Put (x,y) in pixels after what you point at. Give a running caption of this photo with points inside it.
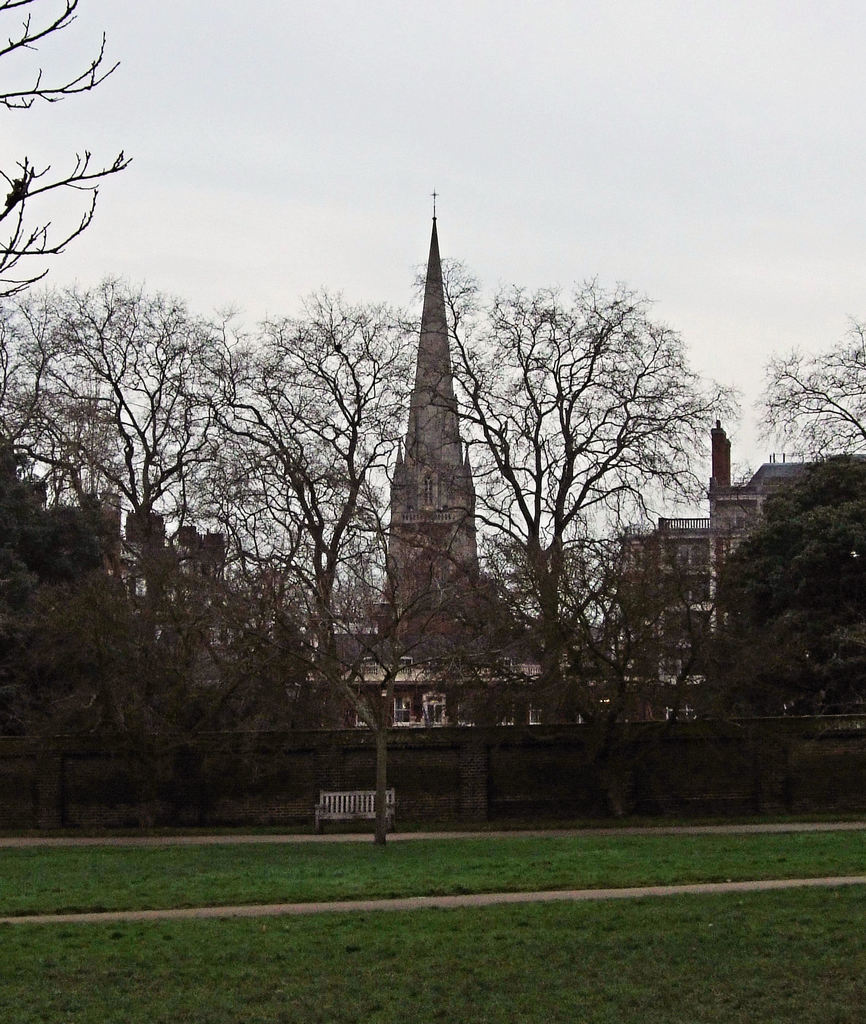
In this picture we can see green lawn (352,886) in the front (677,882). Behind we can see dry trees (615,617) and brown tower building (407,475). On the top (449,314) we can see the sky (416,298).
